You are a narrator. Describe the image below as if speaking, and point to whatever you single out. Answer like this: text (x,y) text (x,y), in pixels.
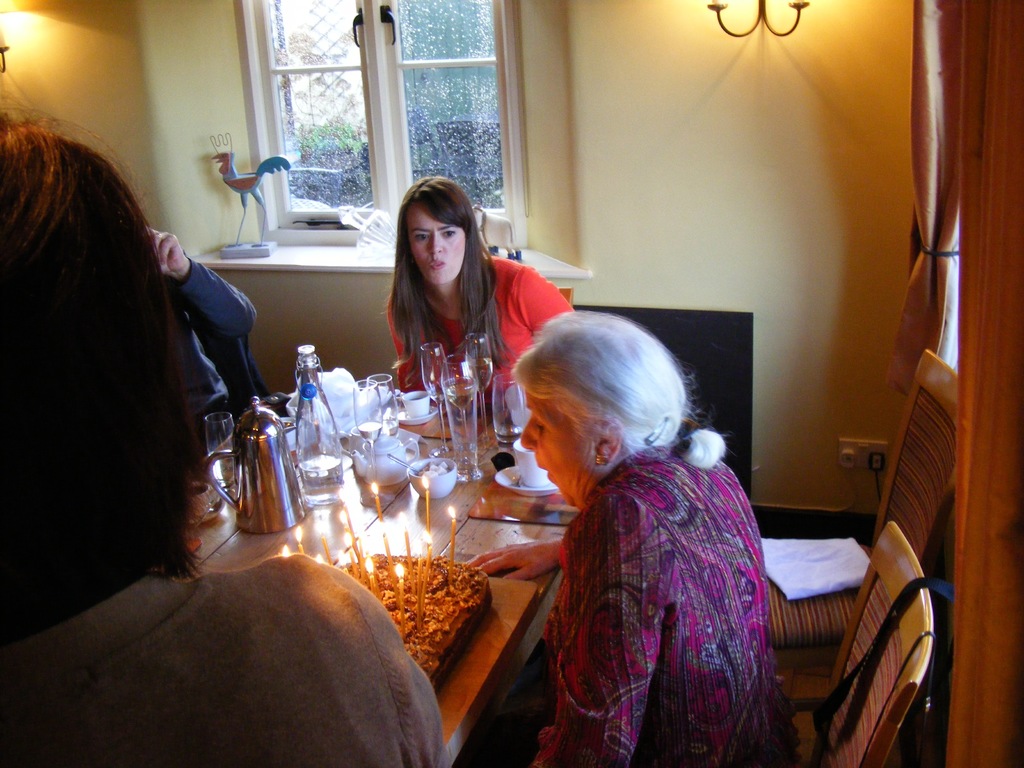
A lady (668,561) wearing pink dress (672,611) is sitting on chair (843,634) is blowing candles (350,552). There is another lady (450,301) wearing red t shirt (509,319) is sitting on a chair (565,295). And there is a table (389,506) in front of them. On the table (358,504) there is a cake (452,581), cup (525,465), saucer (512,477), bowl (452,470), glasses (456,419), bottle (308,399) and a kettle (253,464). There are another chair (924,495). In the background (761,191) there is a wall (219,96), window (463,148). Near to the window (277,205) there are some toys (495,233). There are lights (720,16) in the wall (709,22).
